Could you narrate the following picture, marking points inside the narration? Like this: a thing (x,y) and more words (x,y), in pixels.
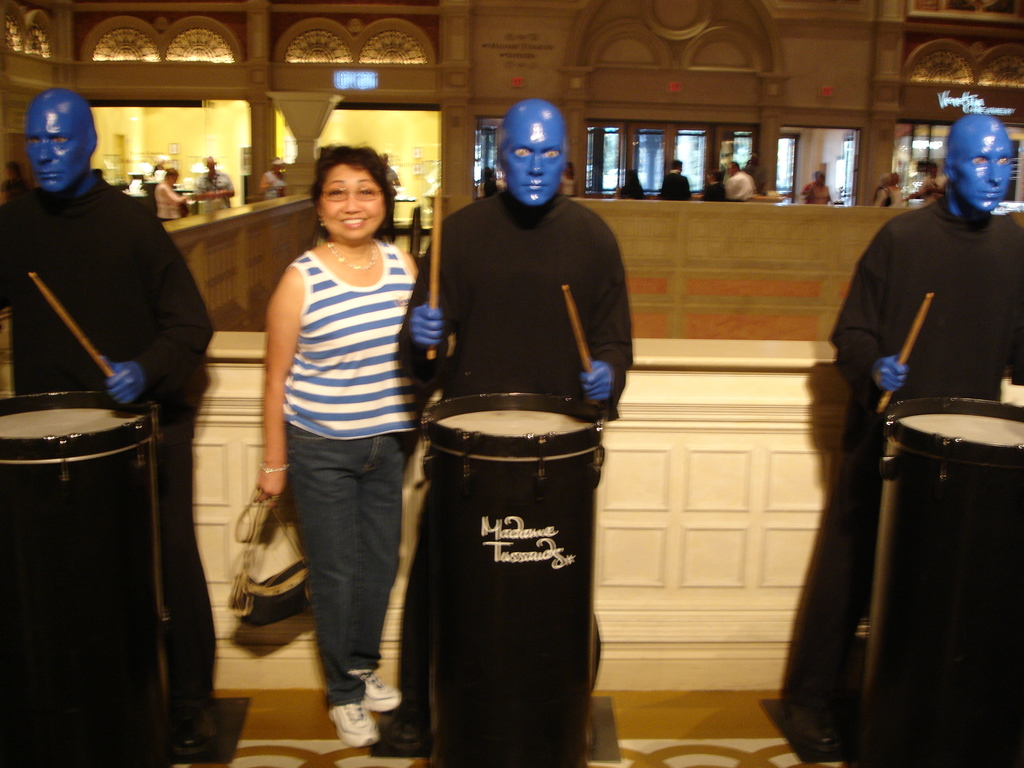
In this image, I can see the woman (372,514) standing and smiling. She is holding a bag (290,572) in her hand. I think these are the statues (485,253), which are blue in color. These statues (938,282) are holding the sticks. I think these are the kind of drums (921,592). In the background (738,176), I can see few people (674,182) standing. I think this picture was taken inside the building (678,209). This looks like a name board (953,104), which is attached to the wall (926,102).
